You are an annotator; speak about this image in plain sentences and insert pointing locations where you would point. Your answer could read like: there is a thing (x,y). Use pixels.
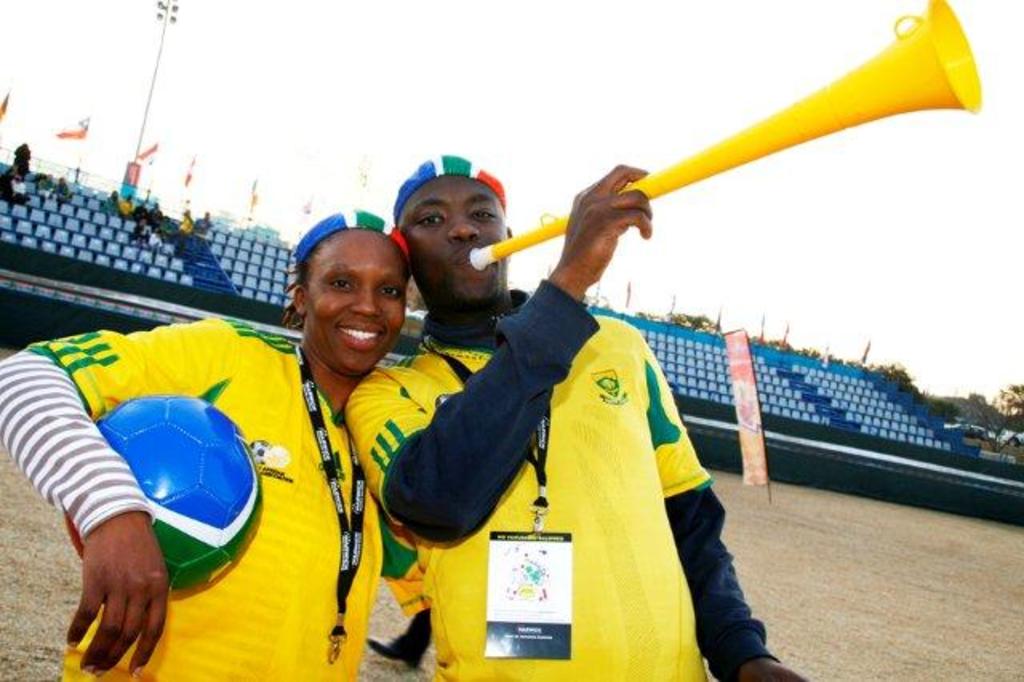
In the image we can see a man (608,414) and a woman (263,421) standing, wearing the same clothes (321,512) and identity card (510,603). The woman (108,446) is holding a ball (169,467) and the man (368,410) is holding a musical instrument (654,188). Here it looks like a stadium (876,457), here we can see the trees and the light pole (154,76), the flags (142,159) and the sky (428,46).
